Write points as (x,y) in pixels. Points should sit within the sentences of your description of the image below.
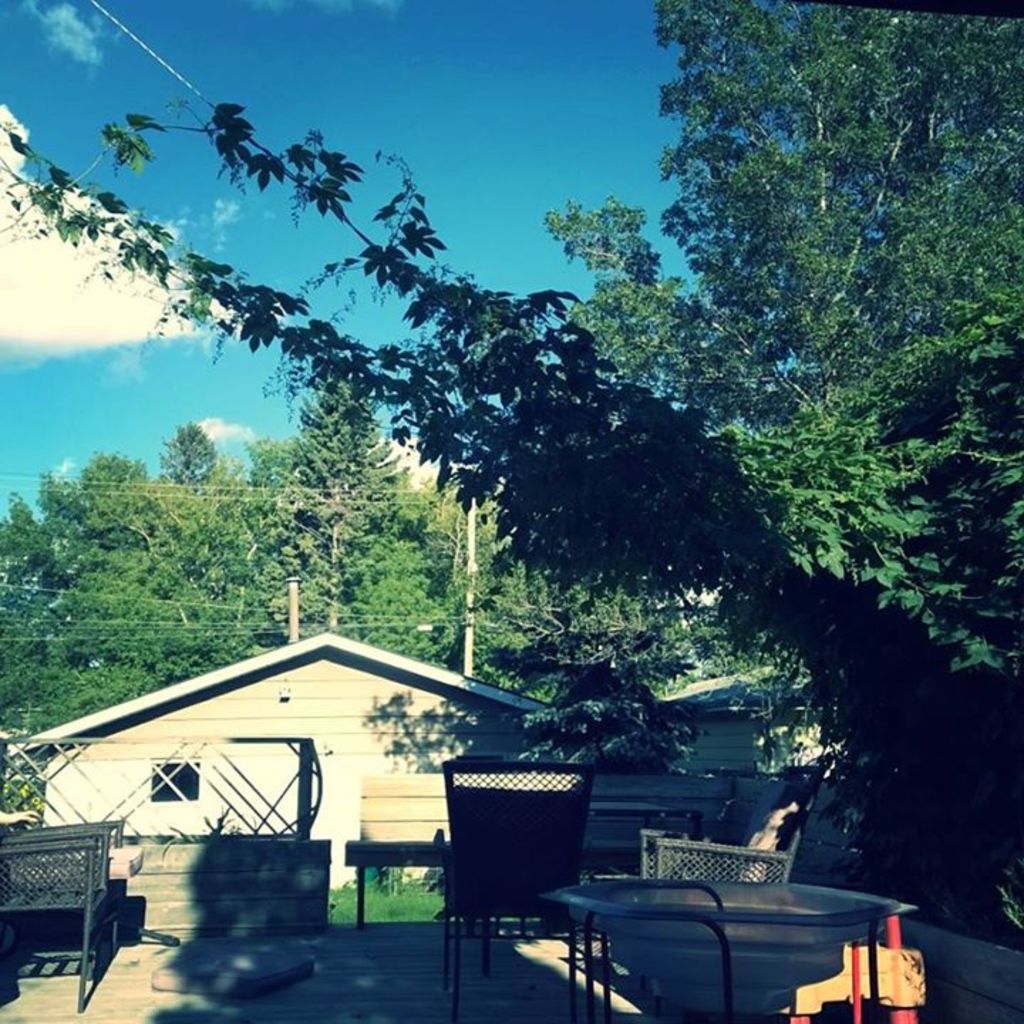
In this image we can see tables (782,907), chairs (567,839), wall (837,874), grass (422,885), sheds (138,760), poles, and trees (494,677). In the background (367,65) there is sky (356,112) with clouds (11,125).
